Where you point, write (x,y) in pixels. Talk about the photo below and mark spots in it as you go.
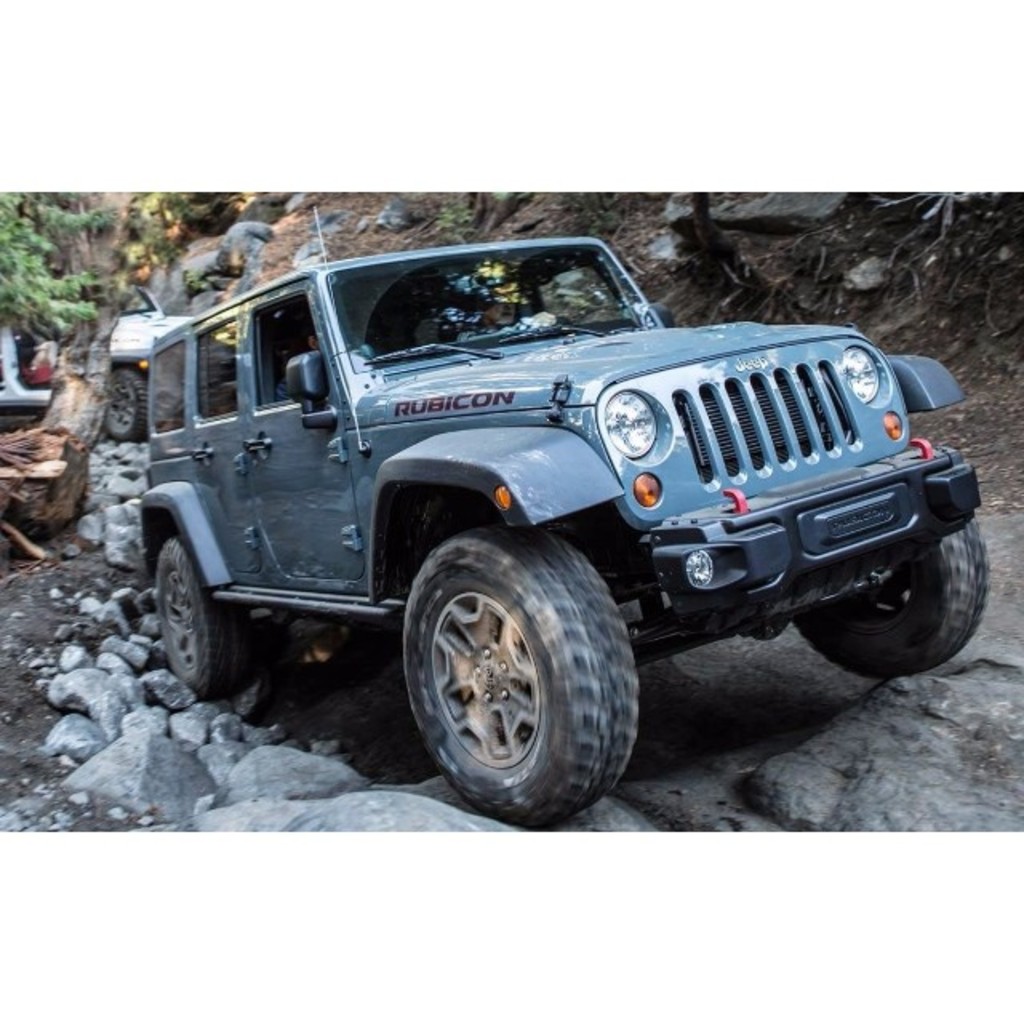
In the center of the image (446,447) there is a vehicle (352,472) on the road (956,825). On the right side of the image (998,791) we can see ground (894,299). On the left side of the image (240,791) we can see stones (53,589) and trees (37,277). In the background (575,211) we can see stones (388,211) and ground (305,242).
